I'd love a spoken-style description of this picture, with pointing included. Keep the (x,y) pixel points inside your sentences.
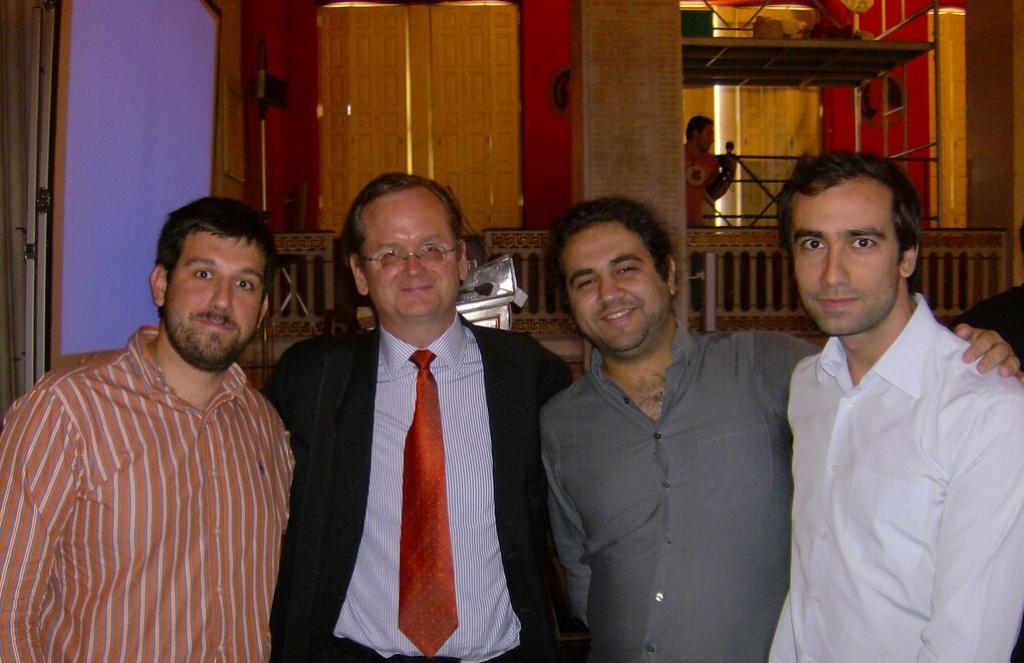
In the image few people (242,223) are standing and smiling. Behind them there is wall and fencing (950,230). Behind the fencing (762,230) a man (706,170) is standing and holding something in his hand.
